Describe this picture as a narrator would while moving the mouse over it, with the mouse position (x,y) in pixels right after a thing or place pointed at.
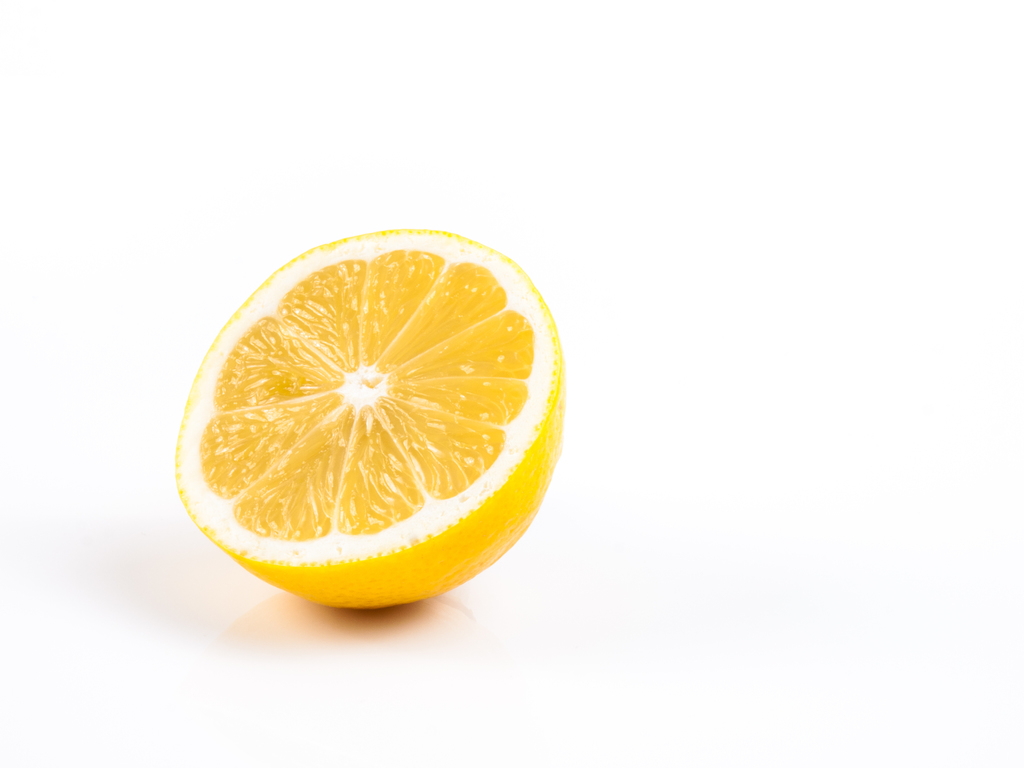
This is a picture of a lemon slice (232,406) on the object (167,733).
